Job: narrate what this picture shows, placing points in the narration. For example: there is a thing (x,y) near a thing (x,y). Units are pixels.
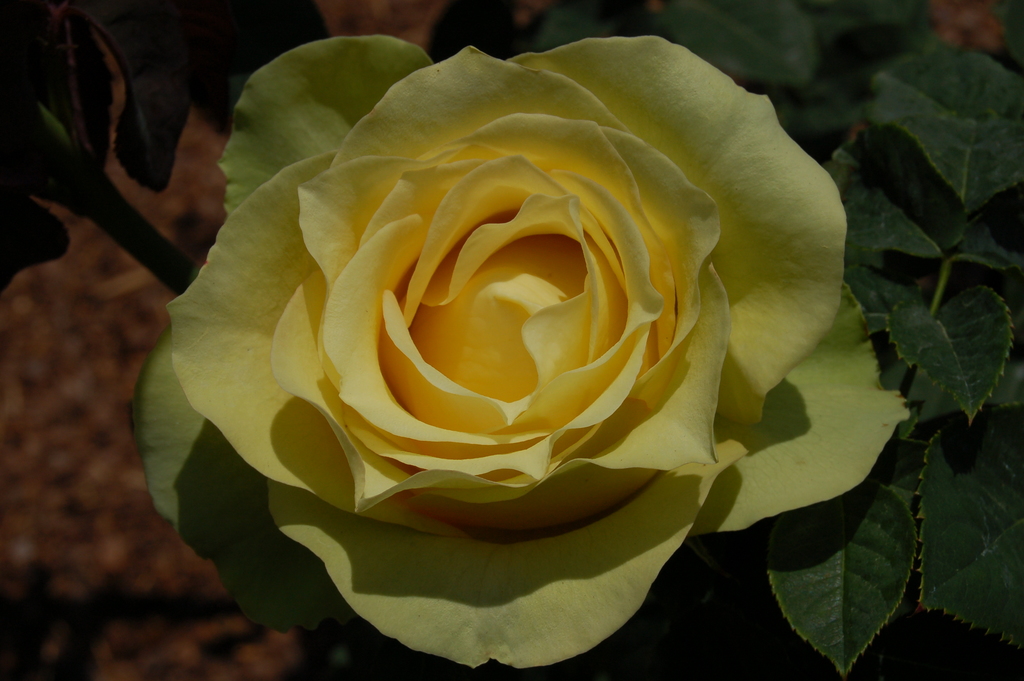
In this image we can see one rose plant (768,299) with yellow rose (249,344) on the ground (362,25) and the background (369,14) is blurred.
